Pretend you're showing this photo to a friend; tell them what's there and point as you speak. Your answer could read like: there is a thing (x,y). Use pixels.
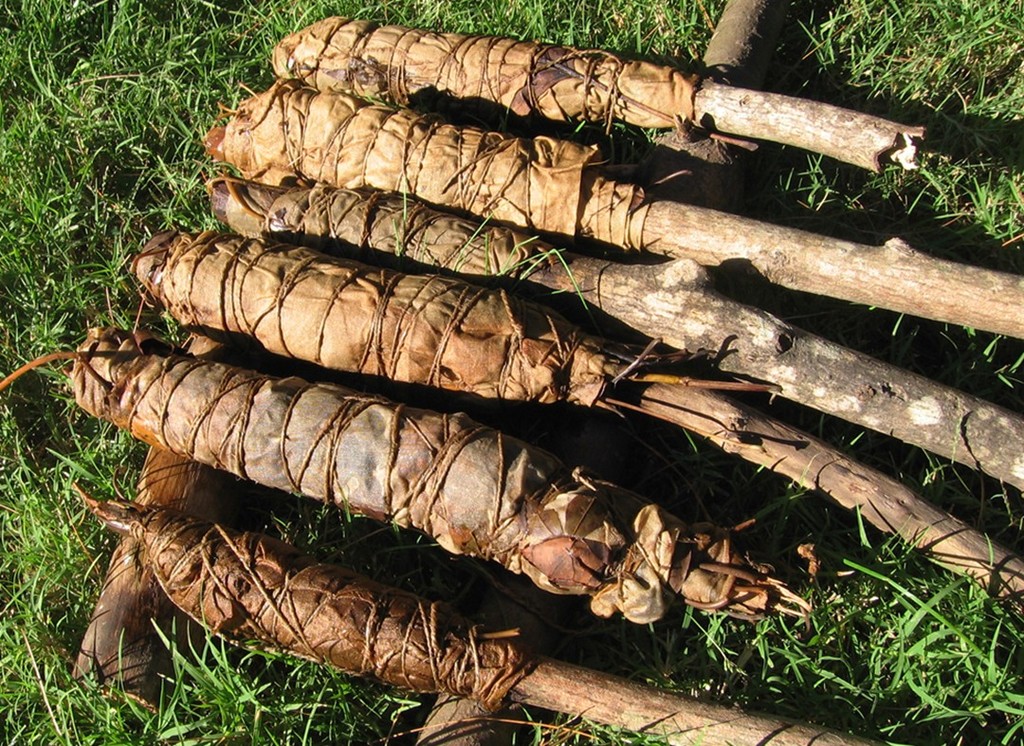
In the foreground of this image (509,172), it seems like leaves (557,70) are tied to the wooden poles (588,277) and those are on the grass (171,176).
